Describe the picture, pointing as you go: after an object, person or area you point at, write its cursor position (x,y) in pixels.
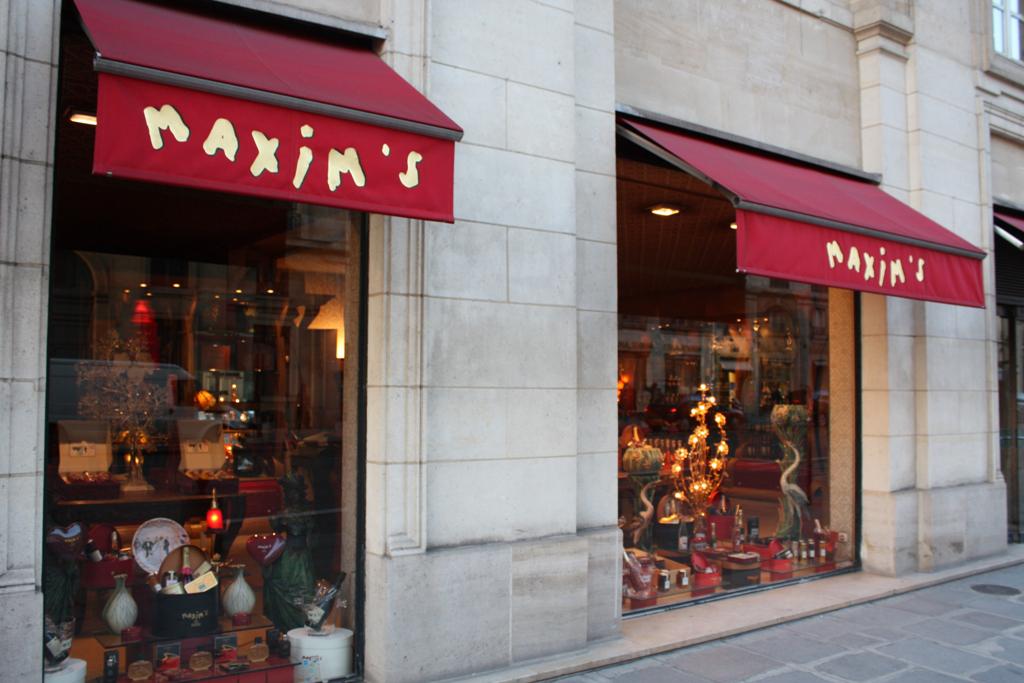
In this picture I can see in the middle (666,397) there are glass walls (288,586), inside these walls (121,498), there are things (247,485) and lights (703,390). It looks like a store (519,285).
